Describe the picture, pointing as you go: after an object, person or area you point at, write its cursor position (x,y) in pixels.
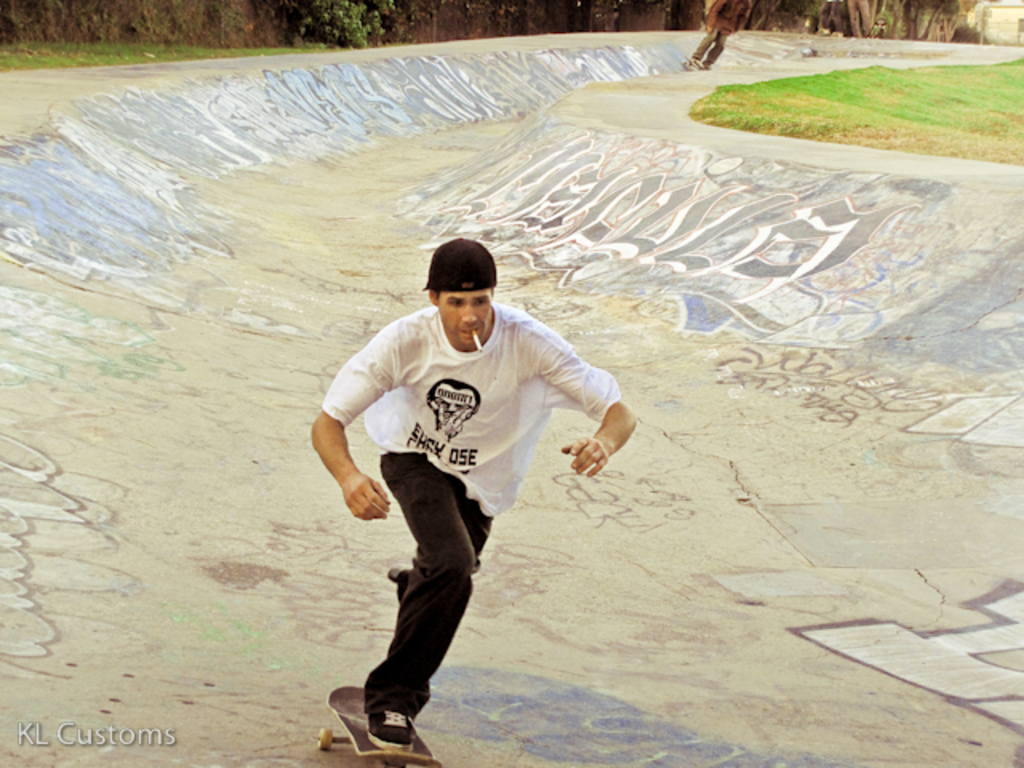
In this image there is a person (599,400) doing skating on the skateboard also has cigarette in his mouth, behind him there is grass (716,112) and trees (94,10).
